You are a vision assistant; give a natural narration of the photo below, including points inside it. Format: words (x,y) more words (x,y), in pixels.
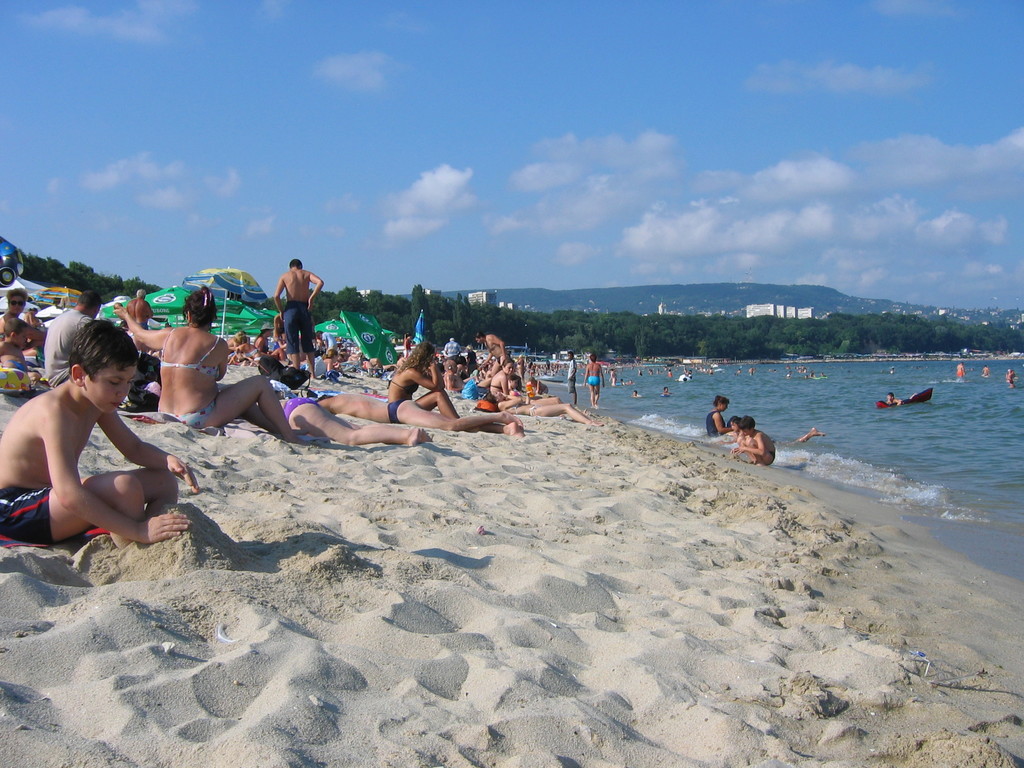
In this image there is a beach (674,476) as we can see in middle of this image (408,456). There are some person's (504,350) resting at beach side (377,469) as we can see at left side of this image (211,354). There are some trees (879,337) in the middle of this image (400,326). There are some buildings (760,309) behind to this trees (721,334) and there is a mountain (664,300) at top of this image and there is a sky (497,162) at top of this image (537,162).
